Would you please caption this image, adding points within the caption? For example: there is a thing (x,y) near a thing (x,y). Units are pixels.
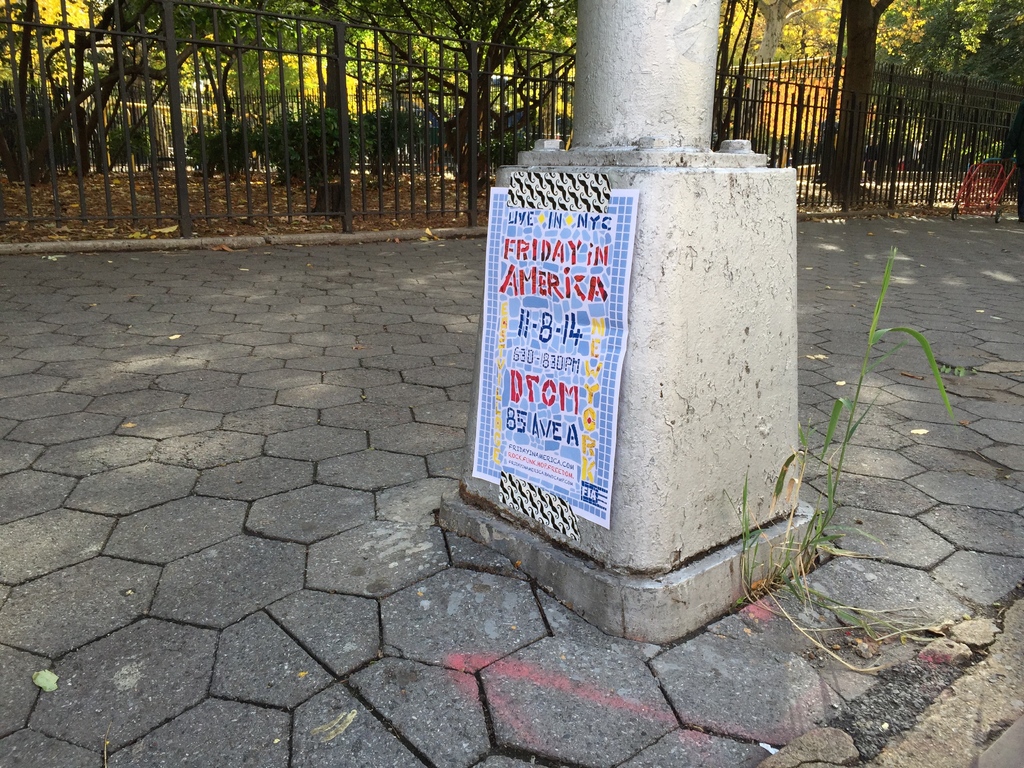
In this image there is a pole (509,183) on the footpath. In the background (285,126) there is a fence (183,177). Behind the fence (186,191) there are trees (465,31).
